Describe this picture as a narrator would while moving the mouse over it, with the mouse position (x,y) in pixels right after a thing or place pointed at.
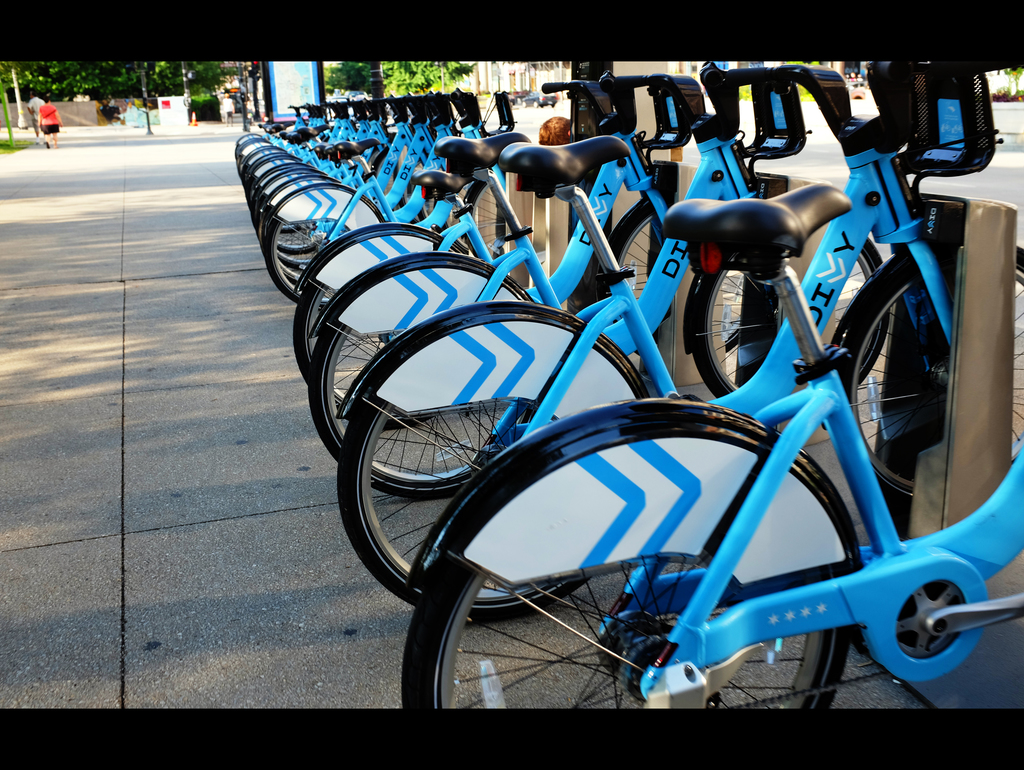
In this image I can see number of blue colour bicycles (482,454). In the background (37,89) I can see few trees (400,71) and I can see few people (38,112) are standing. On these cycles (620,237) I can see something is written.
